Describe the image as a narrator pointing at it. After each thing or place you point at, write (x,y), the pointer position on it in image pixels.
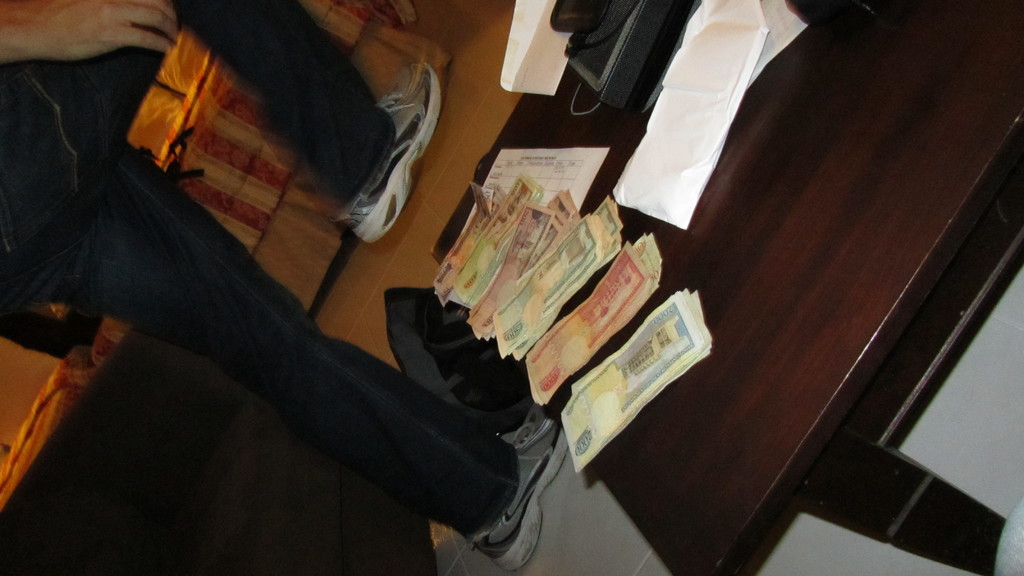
In this picture there is a man (349,87) sitting and there is a table (816,287) beside him with some money (528,182) and telephone (623,43).
